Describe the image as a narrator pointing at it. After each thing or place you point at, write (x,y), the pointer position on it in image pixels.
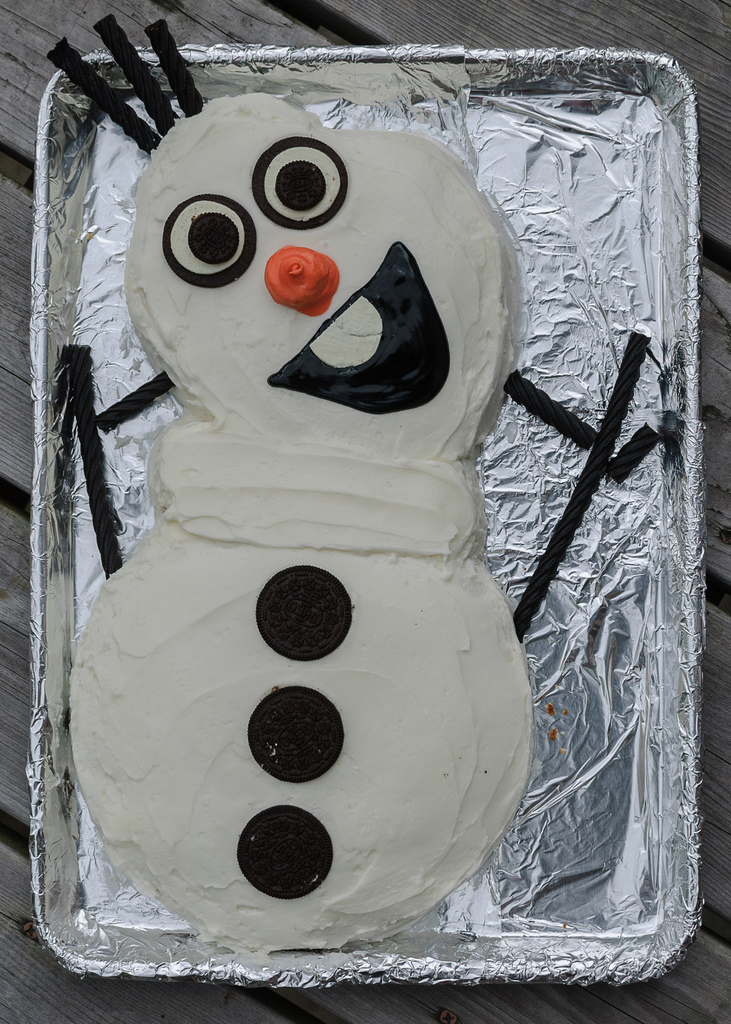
In this image there is a wooden table (275,6), on that there is a tray (58,950), in that tray (58,950) there is a food item (326,491).
